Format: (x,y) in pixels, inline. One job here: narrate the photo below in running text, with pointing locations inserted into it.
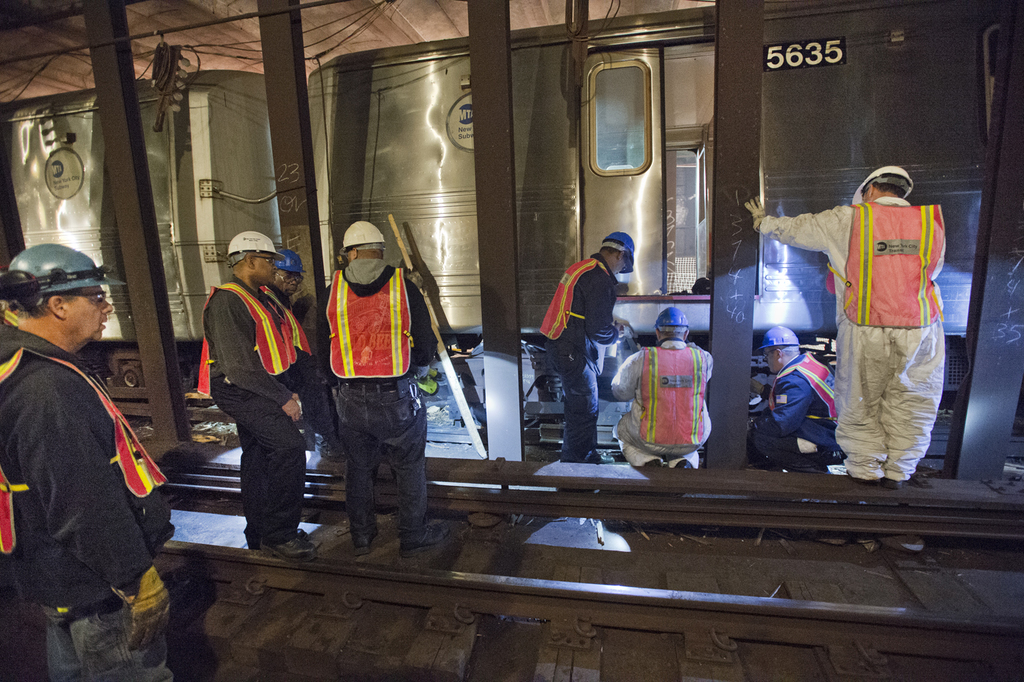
In this picture I can see two persons (801,394) who are sitting near to the train's wheel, beside him I can see a man (587,283) who is wearing helmet (613,246), jacket (603,302), shirt (591,322) and trouser (570,432). He is standing near to the door (617,225). On the left (232,383) there are three persons (324,384) who are standing near to the railway tracks (489,485). In the bottom left (81,531) there is a man (92,478) who is wearing helmet (58,287), jacket (51,453), shirt (62,482) and jeans (112,663). On the right (912,233) there is another man (874,317) who is standing on this track (895,502). Beside him I can see the pillars (729,146). At the top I can see some cables (237,15).
